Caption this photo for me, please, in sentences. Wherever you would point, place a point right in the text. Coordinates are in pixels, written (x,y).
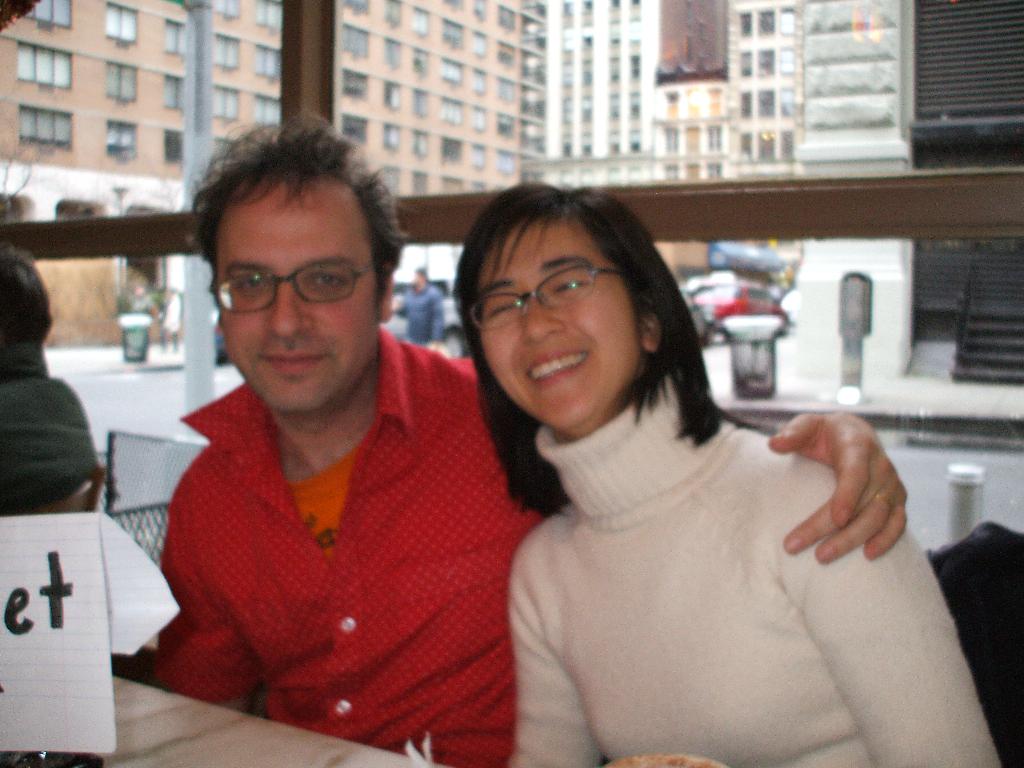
In this image there is a man (371,542) and a woman (553,565) sitting on the chairs (987,623). The woman (645,410) is smiling. In front of them there is a table (217,717). Behind them there is a glass wall (334,44). Outside the wall (871,322) there is a road (930,462). There are vehicles (716,290) moving on the road (914,450). Beside the road (932,480) there is a walkway (916,397). There are dustbins (744,341) on the walkway (787,342). In the background (358,90) there are buildings (518,77).
